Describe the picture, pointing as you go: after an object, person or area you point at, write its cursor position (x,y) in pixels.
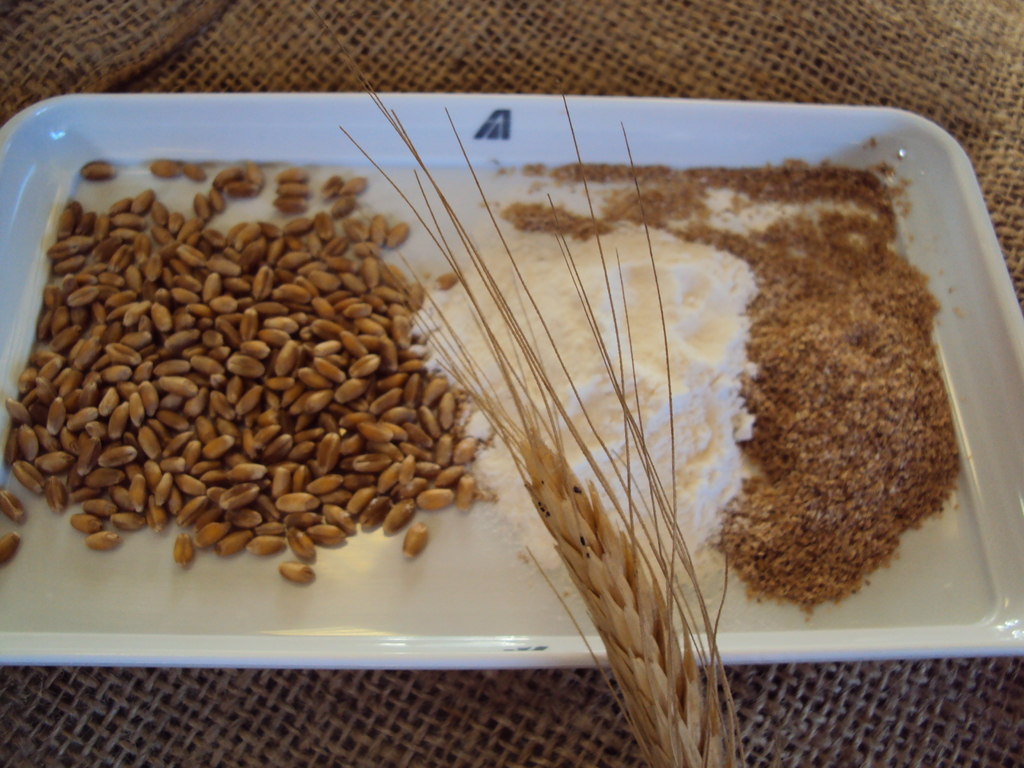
In this picture we can see the seeds (326,351) in a white color tray (41,624) and this tray (181,119) is placed on a mesh surface (473,42).
